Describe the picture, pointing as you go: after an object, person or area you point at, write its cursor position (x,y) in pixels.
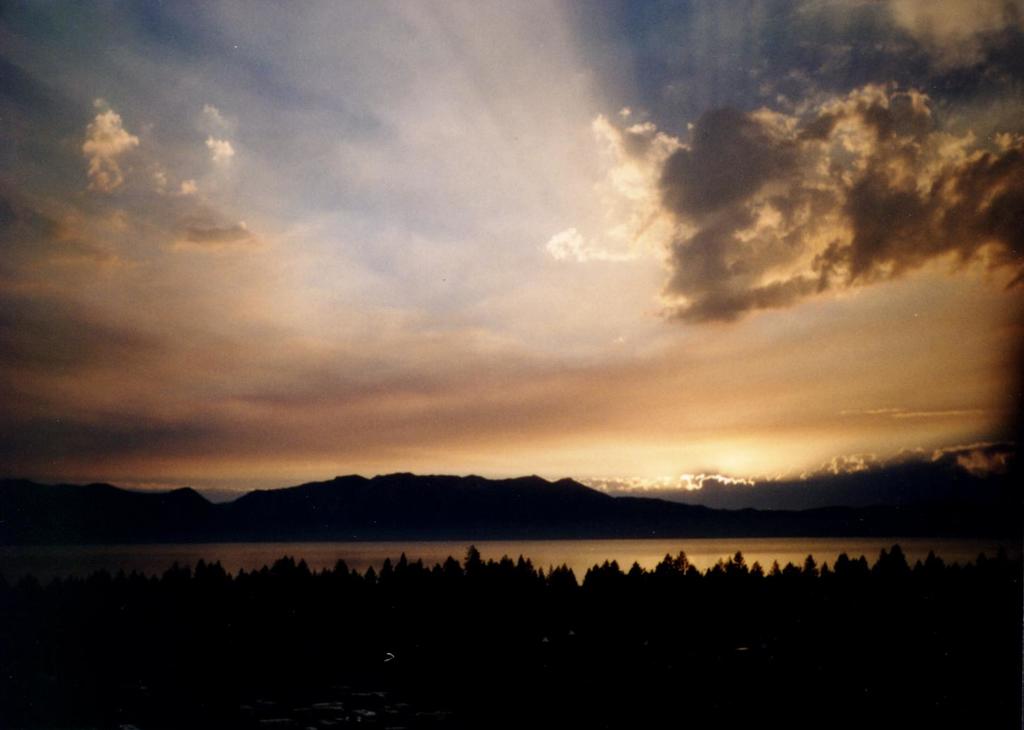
In this image there are some trees (500,613) in the bottom of this image (383,621) and there is a river (644,545) behind to these trees (451,565) and there are some mountains (444,519) in the background (469,499) and there is a cloudy sky (528,219) at top of this image (411,240).
